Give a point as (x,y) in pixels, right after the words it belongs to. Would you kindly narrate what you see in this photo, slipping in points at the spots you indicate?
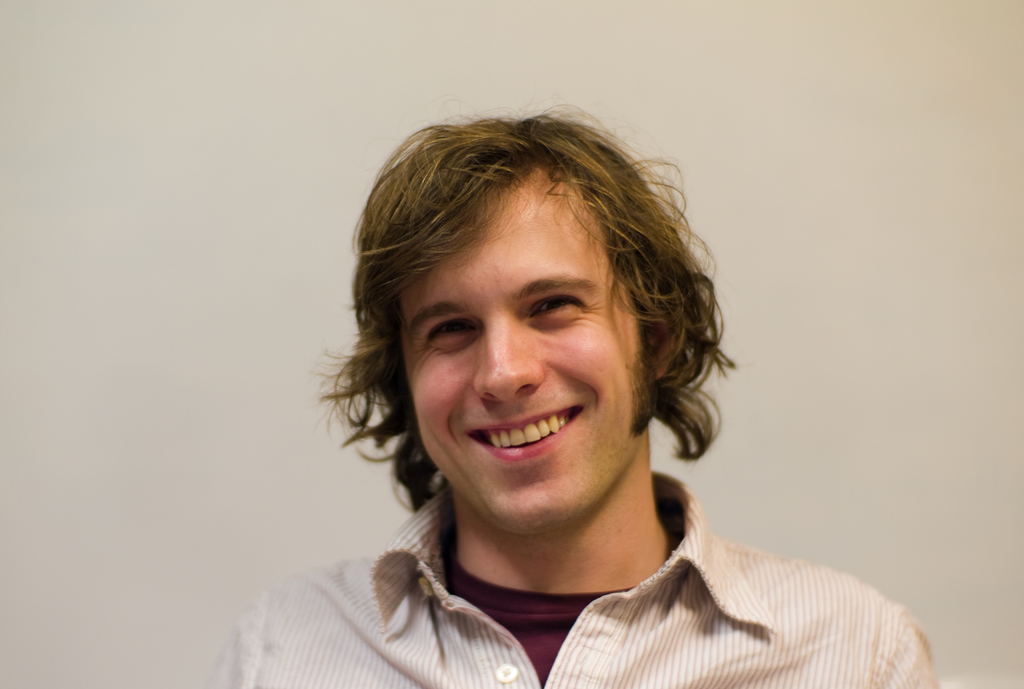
In the center of the image (557,423) we can see one person (532,574) smiling, which we can see on his face (595,473). In the background (282,170) there is a wall (846,145).
